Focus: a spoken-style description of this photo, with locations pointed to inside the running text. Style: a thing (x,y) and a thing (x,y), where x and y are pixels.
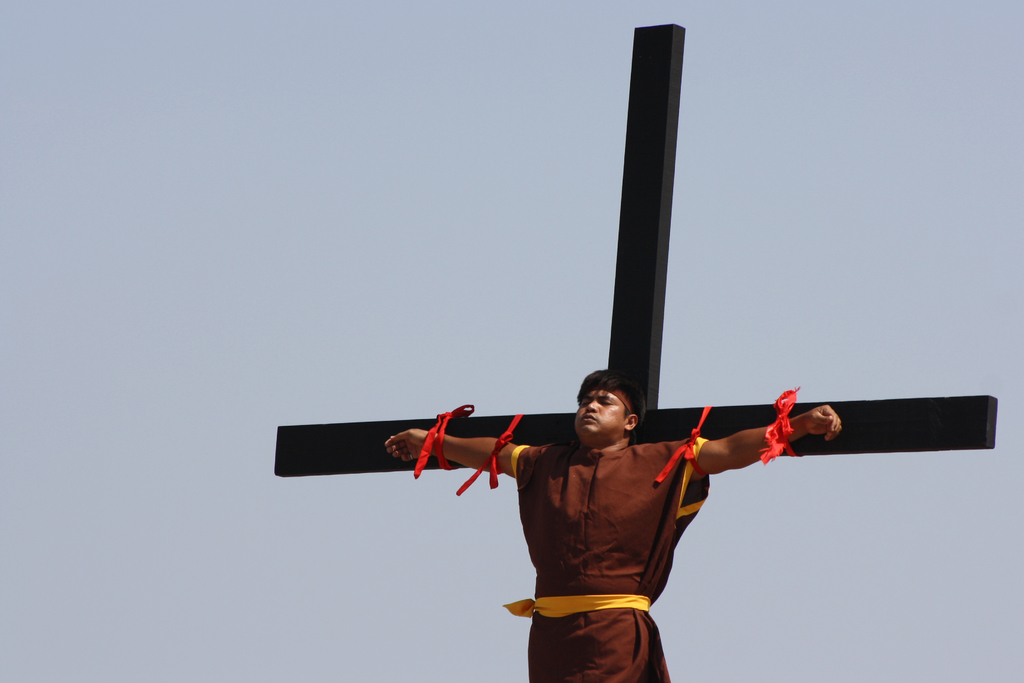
There is a person (721,446) hanging on the cross (717,417). Behind the cross (652,84) there is sky (162,54).
